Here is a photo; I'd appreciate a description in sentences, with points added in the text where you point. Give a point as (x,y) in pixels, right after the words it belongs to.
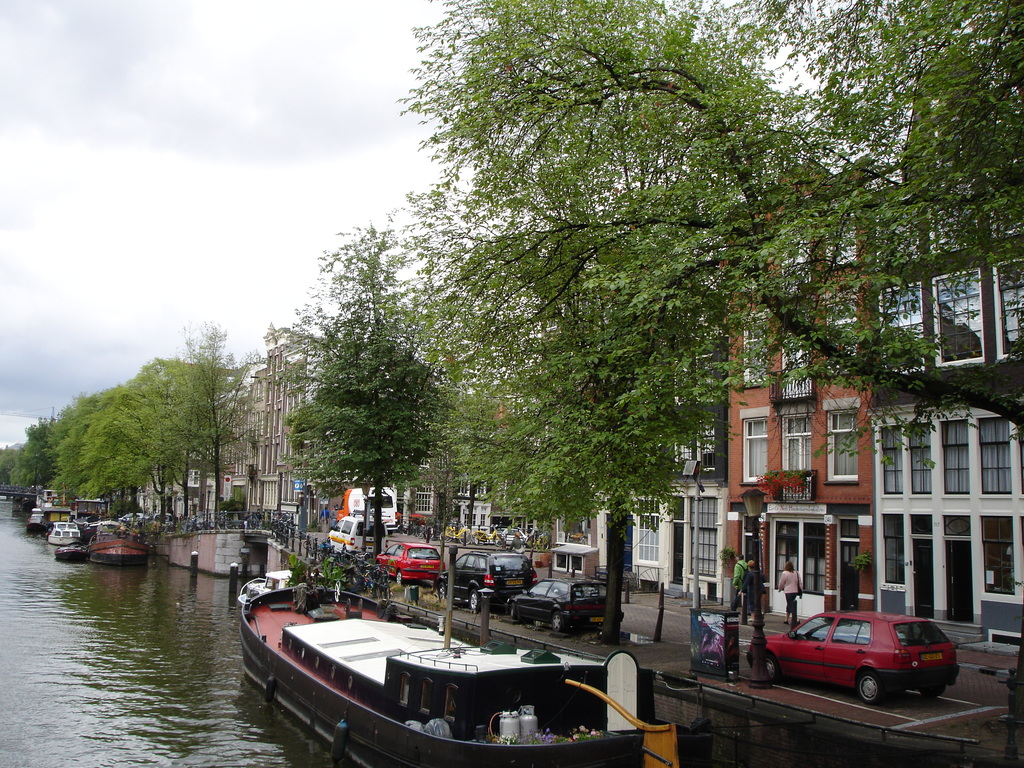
In this image, we can see some buildings (284,420) and trees (650,336). There are cars (578,581) on the road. There are some boats (110,558) floating on the water (168,658). There is a sky (314,50) at the top of the image (334,68).
